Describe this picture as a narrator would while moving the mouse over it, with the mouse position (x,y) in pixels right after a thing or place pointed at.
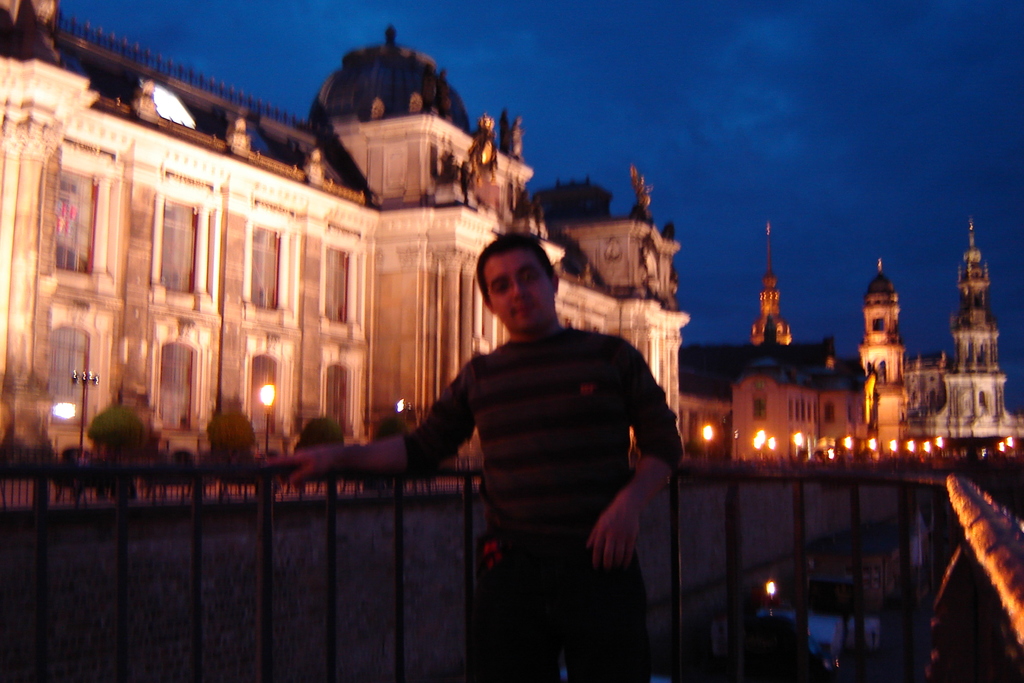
This picture shows few buildings (648,296) and we see pole lights (892,450) and few trees (110,415) and a man (588,547) standing and we see a metal fence (771,474) and a blue sky (697,102).
